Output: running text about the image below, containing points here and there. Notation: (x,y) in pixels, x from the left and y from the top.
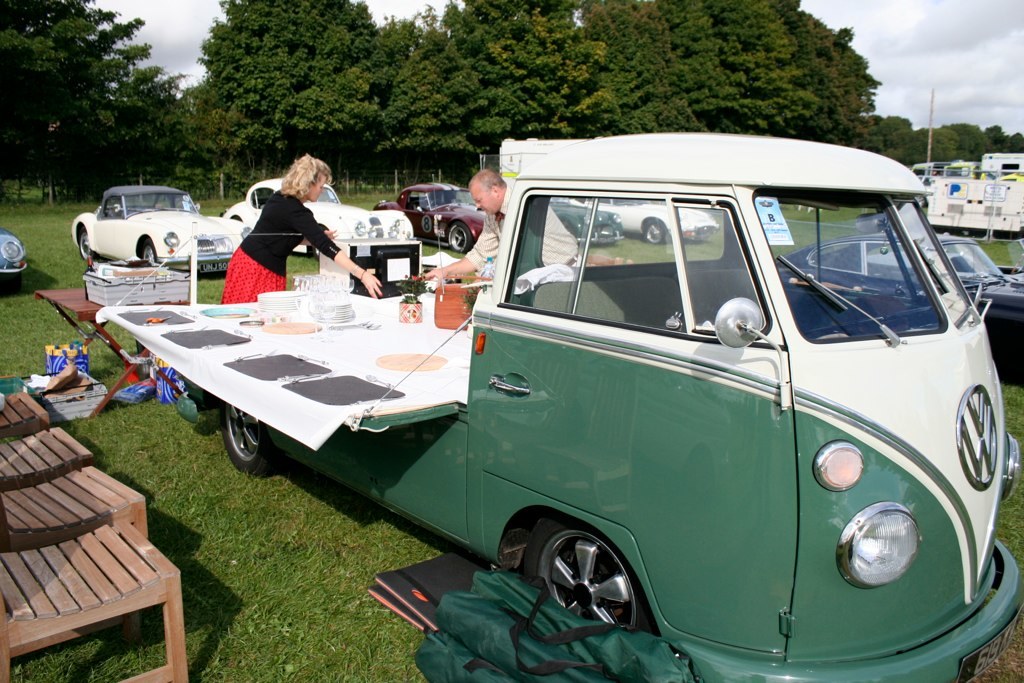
There is vehicle (511,474) in this picture. Two members (480,257) were standing in front of a vehicle (498,262). In the background (458,215) there are some cars (445,217) parked on the grass (12,333) here. There are some trees (368,68) in the background (965,53) and a sky (958,66) with some clouds (950,56).
